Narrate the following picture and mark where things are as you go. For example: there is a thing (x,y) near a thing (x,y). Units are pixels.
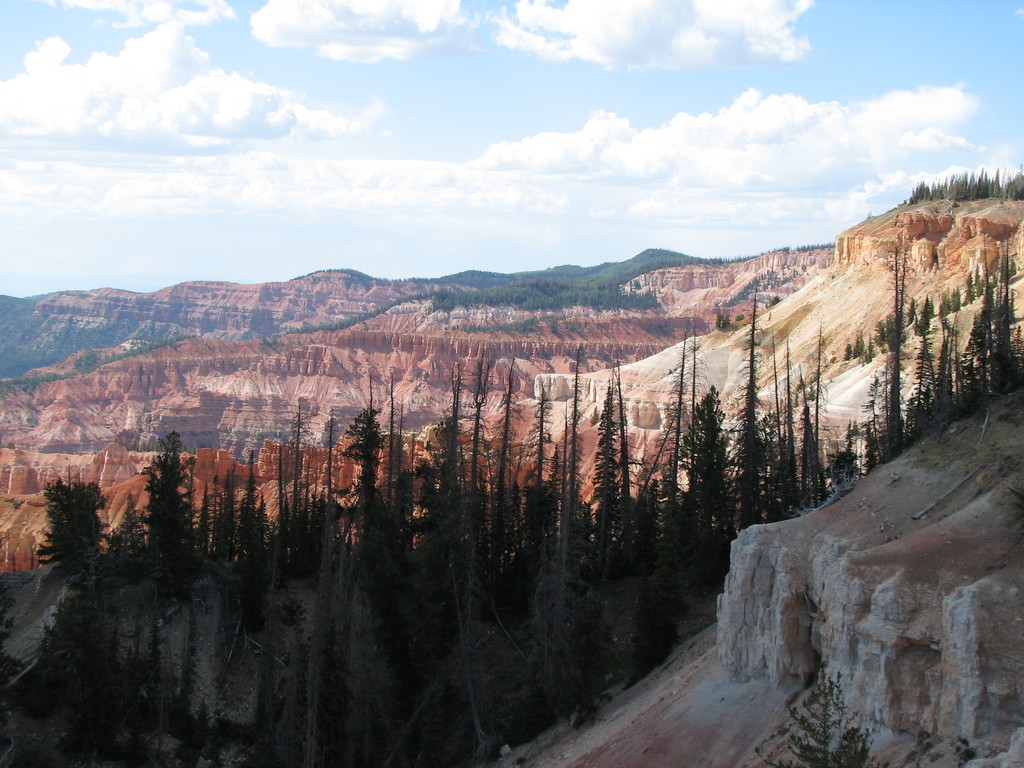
In this image we can see the hills (991,501), a group of trees (561,562) and the sky (328,204) which looks cloudy.
